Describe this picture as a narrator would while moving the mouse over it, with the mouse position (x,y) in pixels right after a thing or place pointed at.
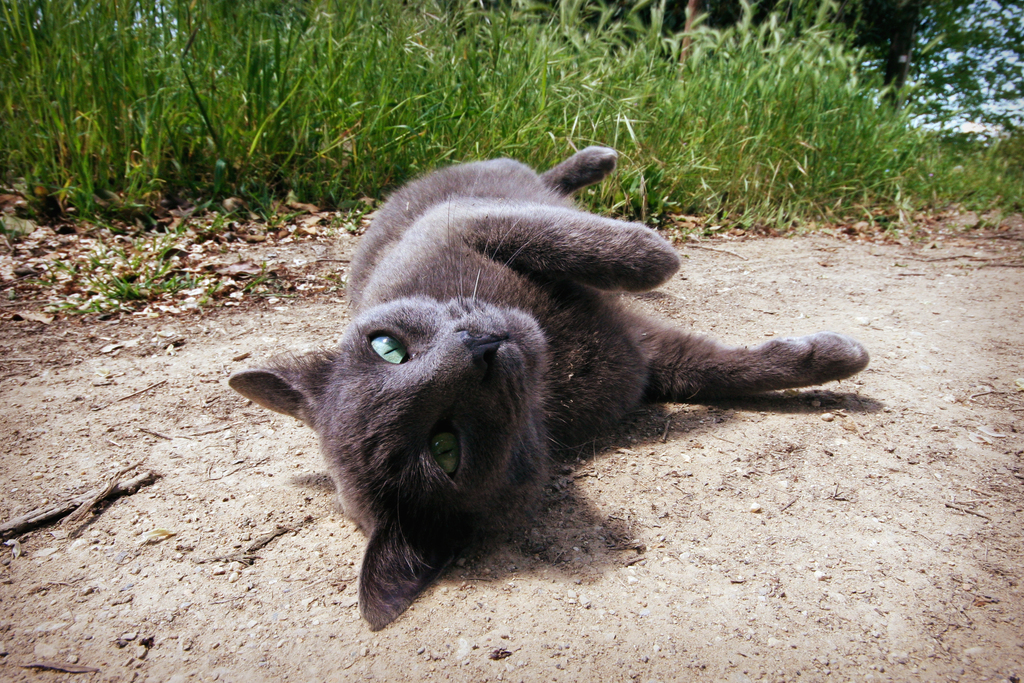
In this image we can see a cat (494,363) on the ground (339,316), there are plants (741,58), trees (917,113), also we can see the sky (978,78).
